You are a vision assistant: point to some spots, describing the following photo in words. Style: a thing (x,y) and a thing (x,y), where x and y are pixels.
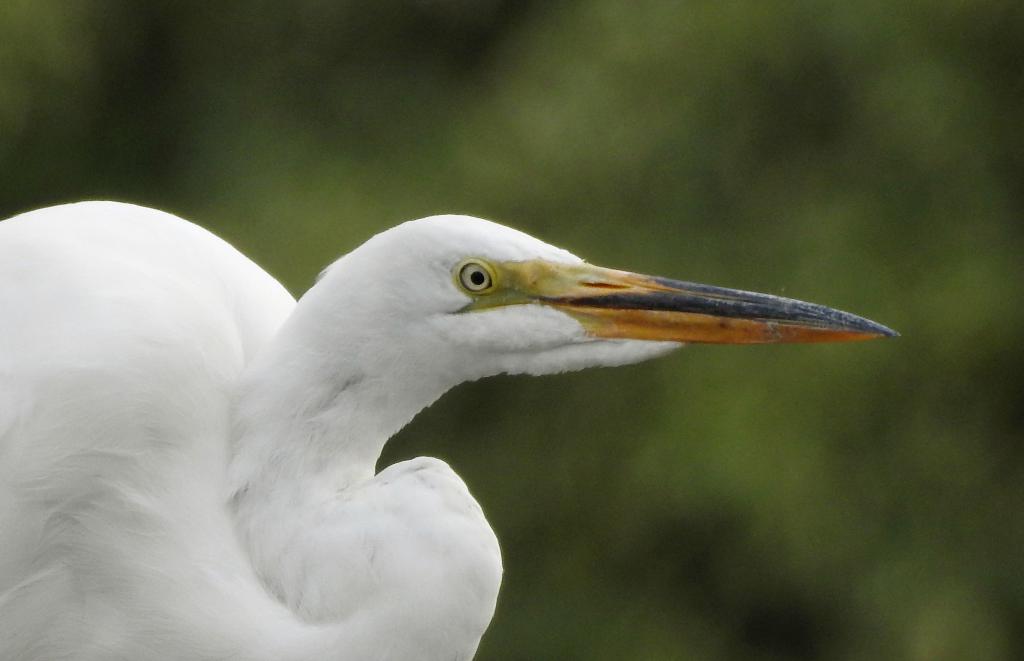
In this image I can see a white colour egret bird (403,473) in the front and I can see this image is blurry in the background (766,618). I can also see green colour in the background (694,502).
